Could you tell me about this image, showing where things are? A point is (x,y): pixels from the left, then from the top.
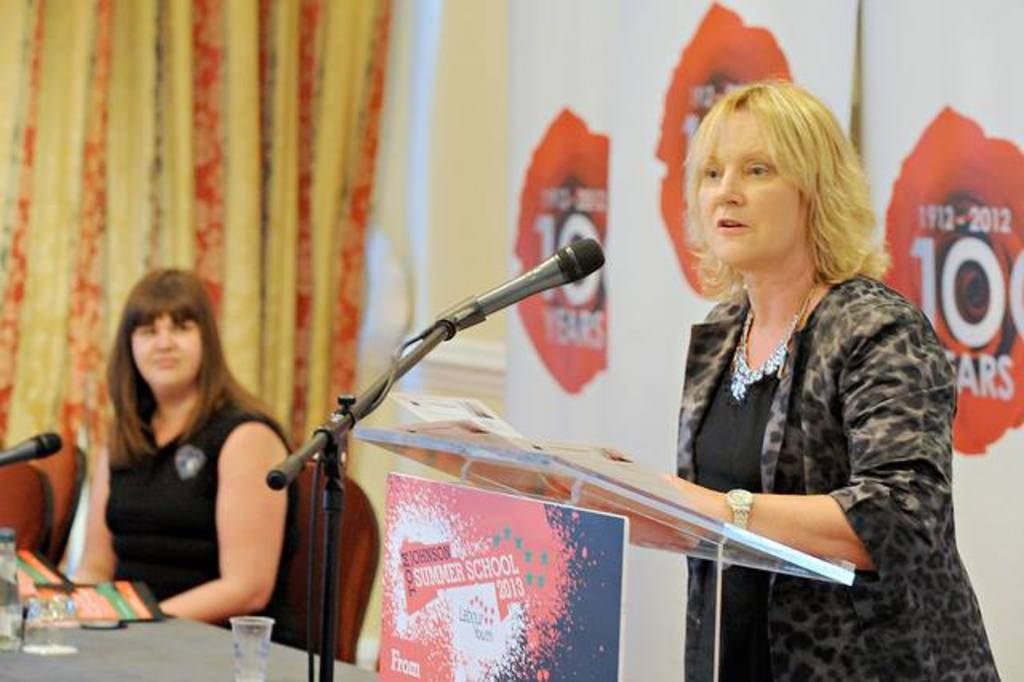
In the picture we can see woman (771,432) wearing black color dress (752,427) standing behind glass podium (536,496) on which there are some papers (510,444), there is microphone (529,281) in front of her, on left side of the picture (192,480) we can see another woman (120,499) also wearing black color dress (160,527) sitting on chair (306,533) behind table (57,665) on which there are some glasses (48,617), bottles (14,579), microphone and in the background of the picture (185,119) there is curtain (187,98) and there is white color screen (678,112).
